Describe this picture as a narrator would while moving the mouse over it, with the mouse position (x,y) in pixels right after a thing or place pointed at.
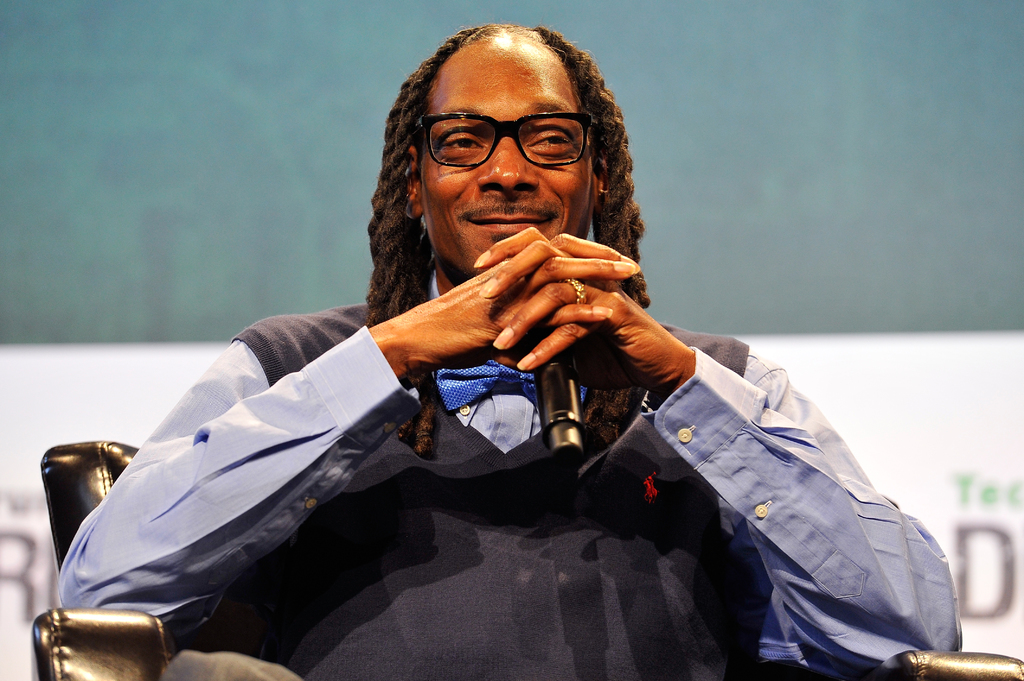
In this image I can see a person (550,508) wearing a blue color shirt (205,577), wearing a spectacle (559,148) and his smiling and sitting on sofa chair (103,627) and background (858,127) is in green color.
